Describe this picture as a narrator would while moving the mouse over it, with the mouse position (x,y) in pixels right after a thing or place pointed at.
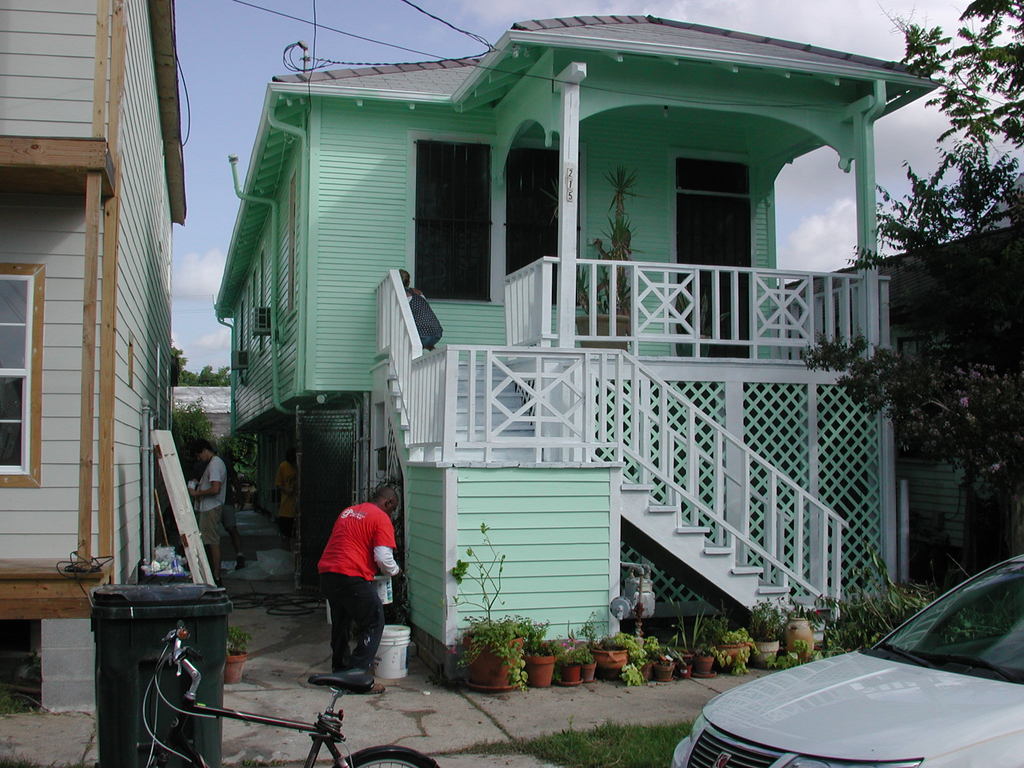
There are plants (664,669), a vehicle (1002,627), bicycle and a trash bin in the foreground area of the image (860,748), there are houses (402,314), people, tree (920,374) and the sky (996,108) in the background (979,90).
